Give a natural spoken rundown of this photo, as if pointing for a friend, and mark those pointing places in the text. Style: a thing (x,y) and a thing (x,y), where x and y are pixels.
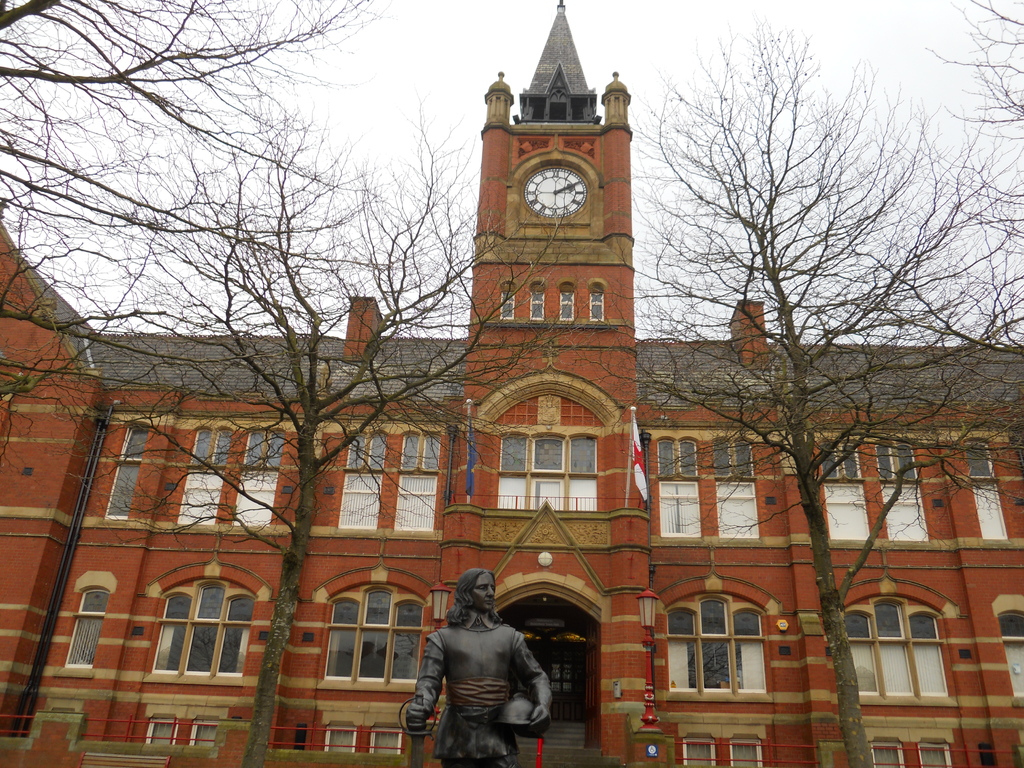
In this image we can see building (24,448), windows (416,454), there is a wall clock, there is a light pole (646,597), there are flags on the wall (580,225), there is a statue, there are trees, also we can see the sky (646,151).
